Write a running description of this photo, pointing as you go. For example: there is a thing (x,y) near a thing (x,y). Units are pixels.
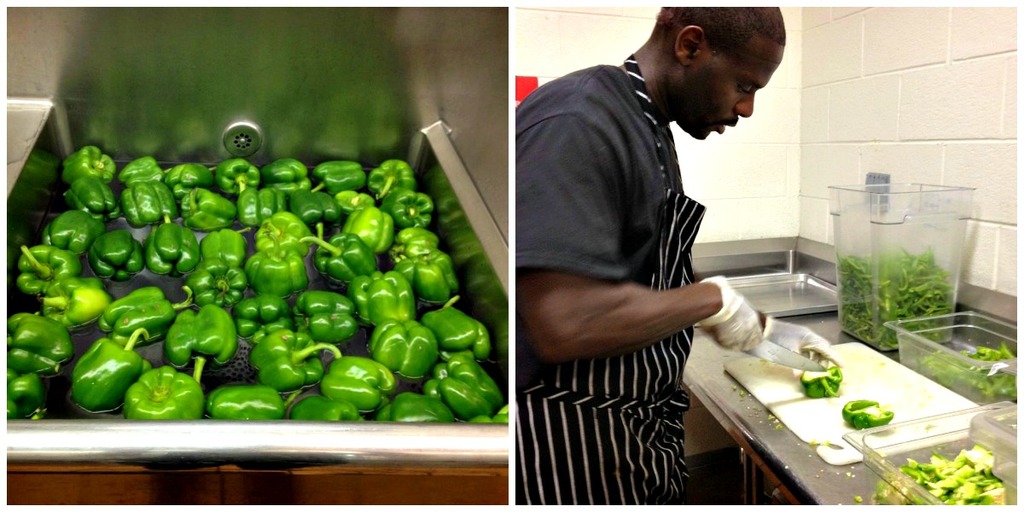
In this image we can see a collage of two pictures. On the left side (202,188), we can see a group of capsicum (276,258) placed in water (99,278). On the right side (701,62), we can see a person (681,115) wearing dress (614,107), holding a knife (794,365) in his hand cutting a capsicum (817,382) placed on a table (822,467). In the background (869,246), we can see a group of containers (882,243) with food (860,272) and a tray (800,300).
